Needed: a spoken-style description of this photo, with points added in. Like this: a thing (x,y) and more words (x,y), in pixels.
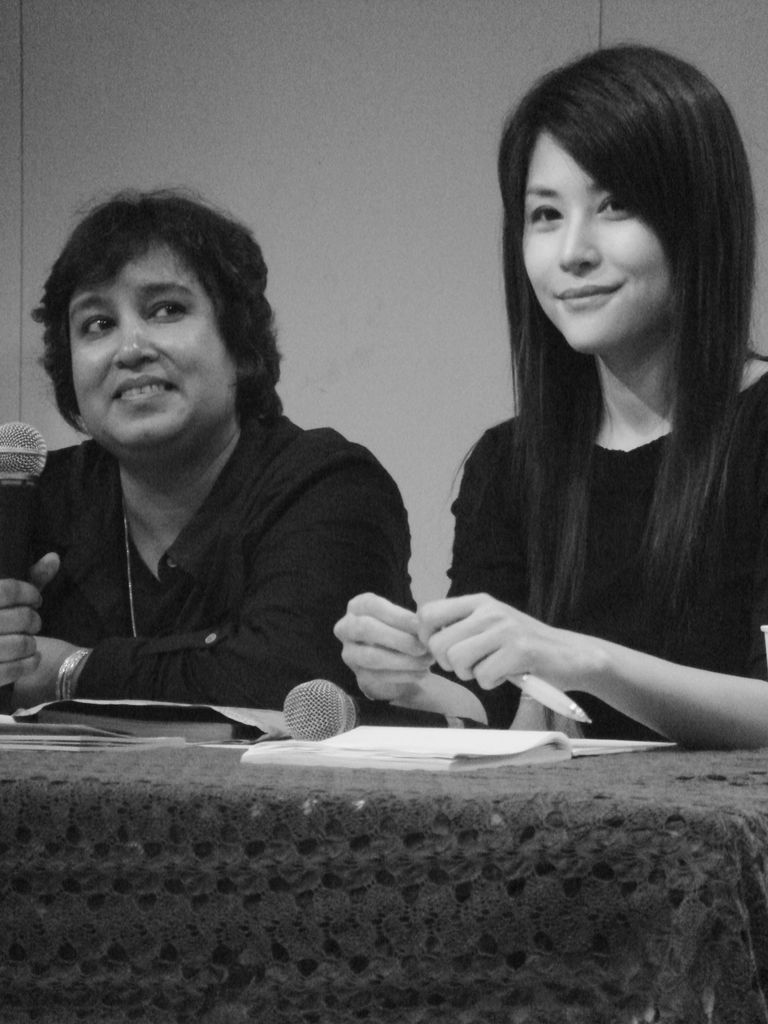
In the image there are two woman (510,524) sitting on chair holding a microphone (10,520) in front of a table (377,777), on table (246,739) we can see a book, cloth (421,865).
